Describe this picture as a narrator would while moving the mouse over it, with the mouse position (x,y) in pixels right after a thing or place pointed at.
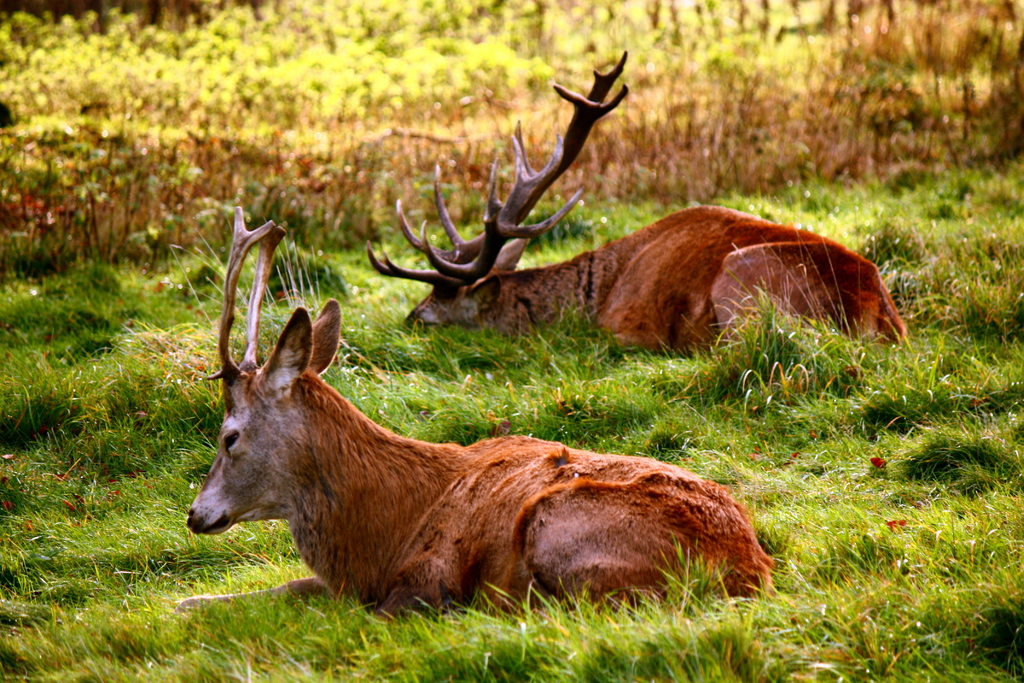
In this image we can see two animals (343,454) are sitting on the grass (269,526) on the ground (467,430). In the background (665,169) we can see plants (756,113).
